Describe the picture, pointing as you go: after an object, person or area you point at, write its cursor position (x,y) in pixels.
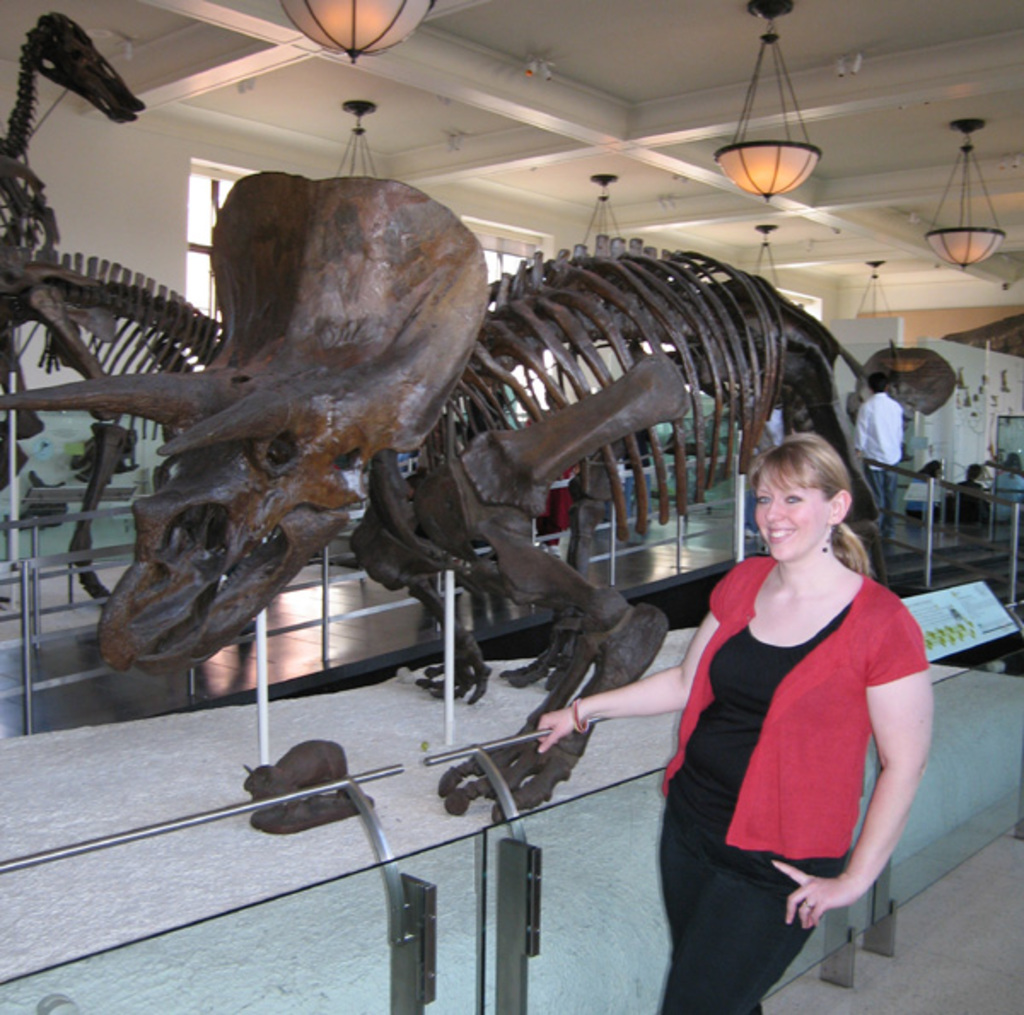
In the picture we can see inside view of the museum (231,985) with a dinosaur skeleton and beside it, we can see a woman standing and smiling and behind far away from here we can see a man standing and to the ceiling (425,96) we can see the lights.
